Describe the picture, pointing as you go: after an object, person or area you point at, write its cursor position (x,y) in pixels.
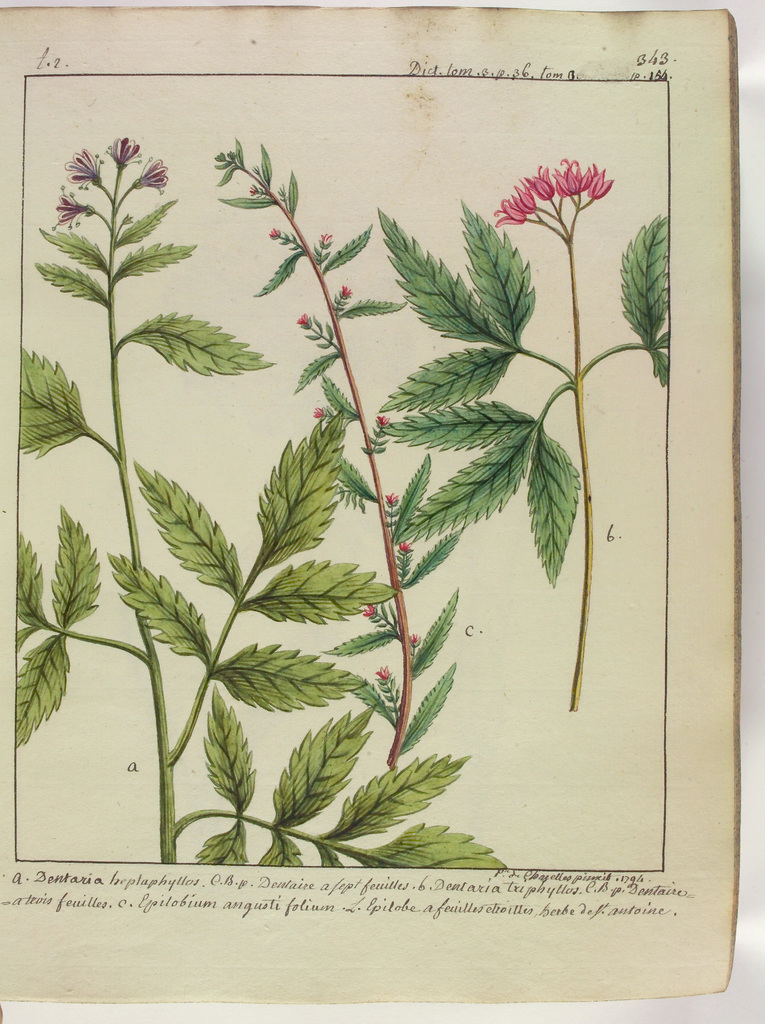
In this image I can see a paper (216,500) and on it I can see the depiction picture (515,266) of few plants (510,276) and of few flowers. I can also see something is written on the top (565,64) and on the bottom side of the paper (34,951).
